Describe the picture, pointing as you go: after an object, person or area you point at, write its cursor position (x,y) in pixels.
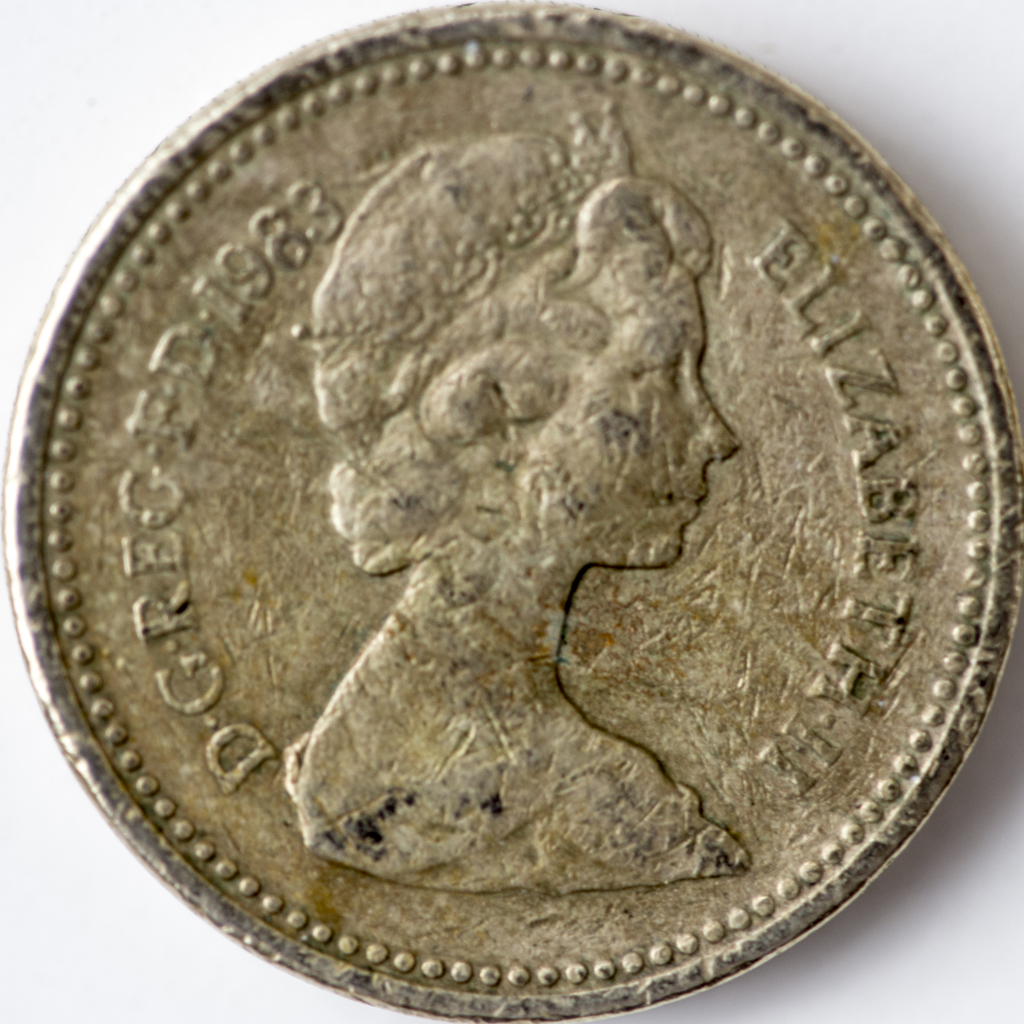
In the center of this picture (659,509) we can see a currency coin (325,179) on which we can see the text (204,708), numbers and the design (610,778) of a person (592,545) on the coin (517,192). The background of the image (956,48) is white in color.
